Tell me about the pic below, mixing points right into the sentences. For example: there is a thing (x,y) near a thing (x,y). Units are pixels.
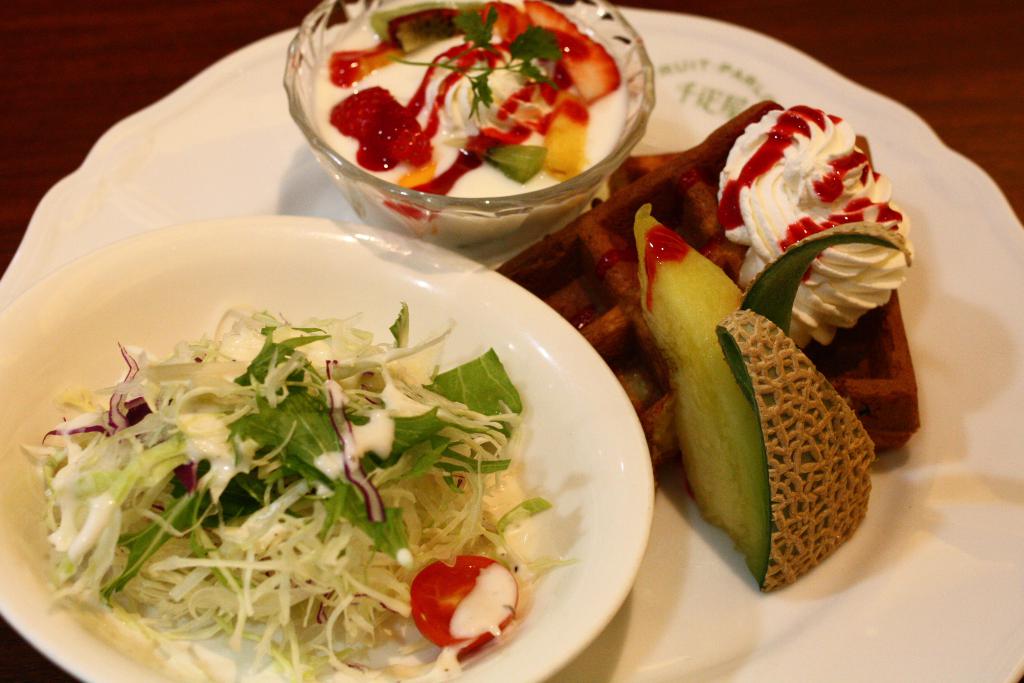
In this image there are food items (741,165) in bowls (449,203) on a plate (920,631) which was placed on the table (86,54).
